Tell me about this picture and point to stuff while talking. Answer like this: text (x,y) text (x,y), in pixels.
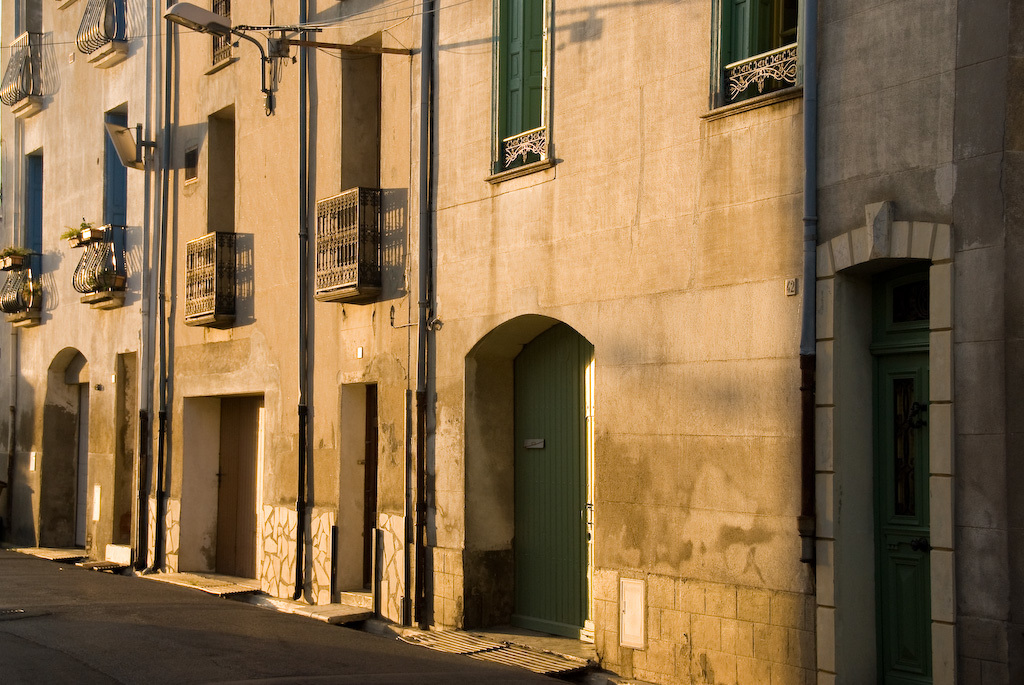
In this image there is a building (343,361), in which there are some pipes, windows (743,57), light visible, in front of the building (327,476) there is a road (247,631).
